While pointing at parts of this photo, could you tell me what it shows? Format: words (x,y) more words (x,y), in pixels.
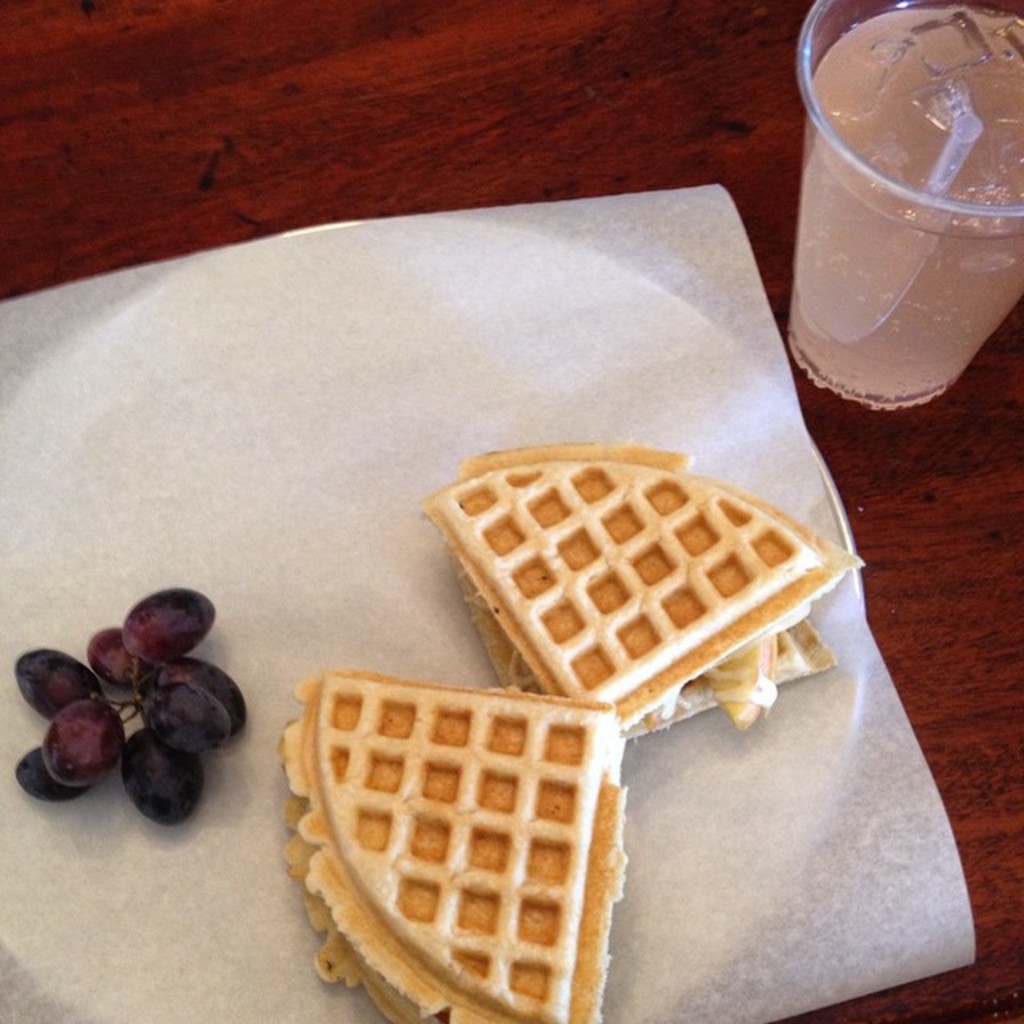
In this image there is a plate (486,356) and a glass (919,259) on the table (408,68). The glass (872,247) is filled with the drink (879,76). There is a straw (964,145) in the glass (962,201). The plate (505,374) is covered with the tissue paper (276,459). There is some food (366,704) and fruits (199,639) are on the plate (275,517).
